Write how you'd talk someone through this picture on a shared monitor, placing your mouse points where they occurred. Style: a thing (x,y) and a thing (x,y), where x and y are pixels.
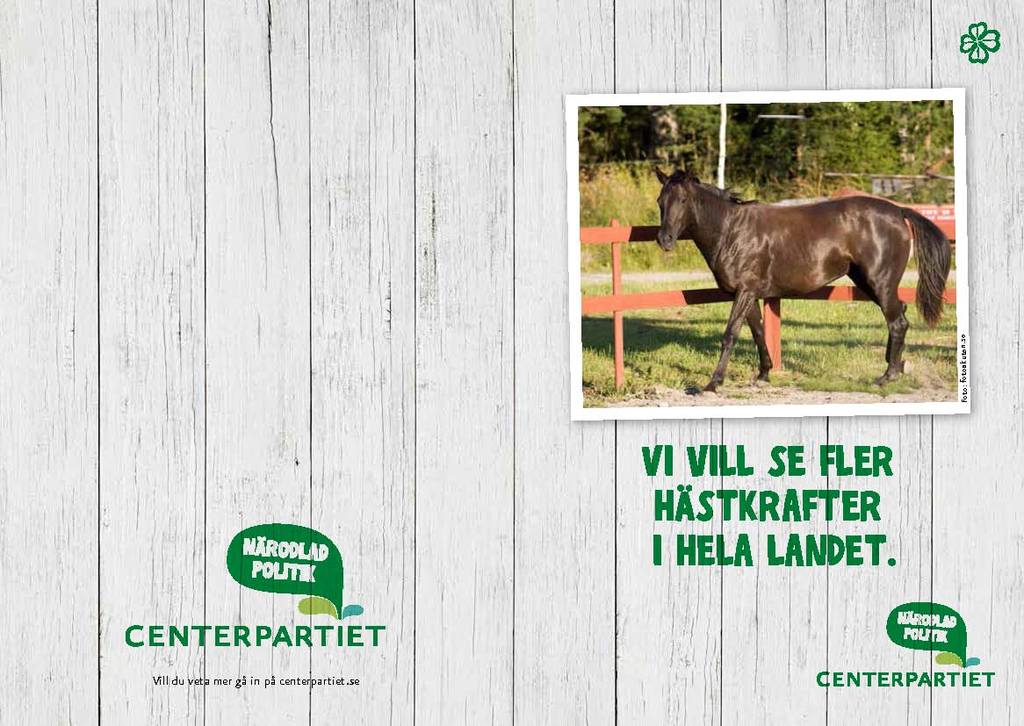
In this image, we can see a poster (613,604). Here we can see a horse (753,261) is there near the fencing (664,302). Background (839,343) we can see grass (812,338), trees (769,177) and pole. At the bottom of the image (875,499), we can see some text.
